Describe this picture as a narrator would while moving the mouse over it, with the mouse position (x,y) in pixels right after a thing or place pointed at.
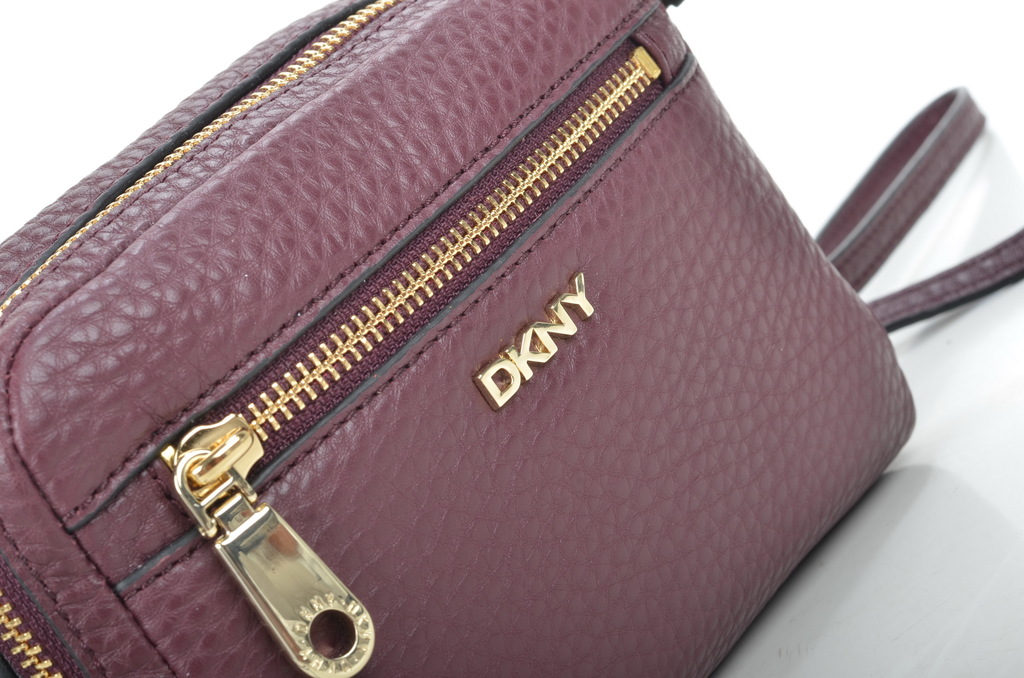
This is the picture of a bag (569,344) in purple color where the zip (251,463) is in golden color and it is written dkny on it.
